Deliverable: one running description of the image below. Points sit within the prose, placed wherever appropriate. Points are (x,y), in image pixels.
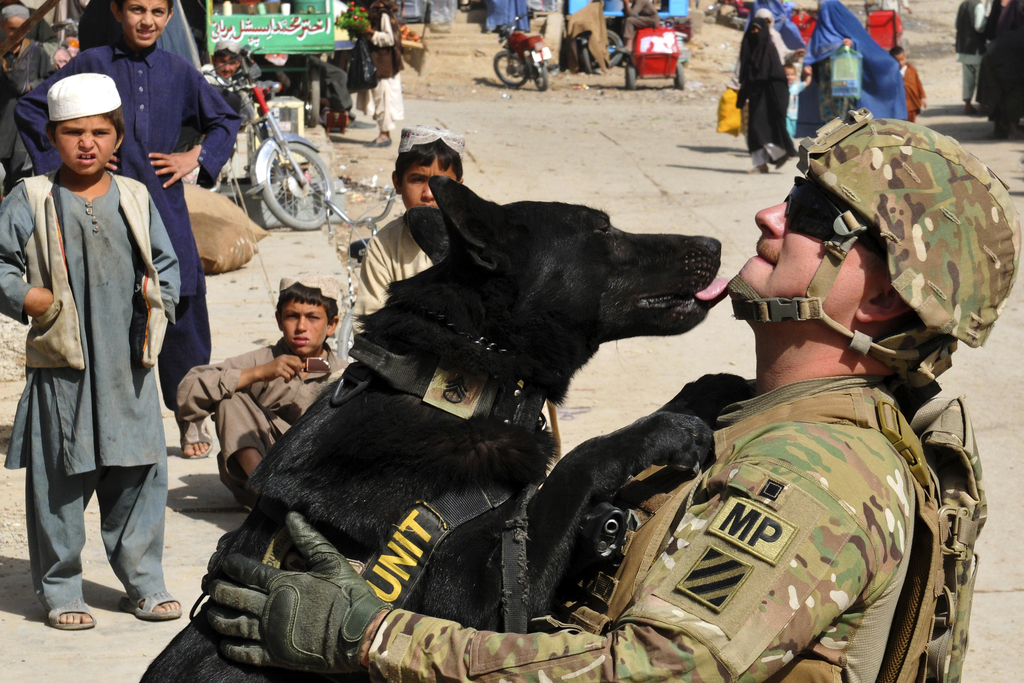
Here in this picture in the front (511,427) we can see a person (780,450) in a military dress (744,486) and holding a black colored dog (474,416) present in front of him and we can see he is wearing gloves (343,579) and goggles (800,211) and helmet (874,177) on him and beside him we can see children (164,190) sitting and standing on the road (204,465) and watching him and we can see motor cycles (281,139) and trolleys (292,74) here and there and we can see other people (382,58) walking on the road (550,80) over there.
